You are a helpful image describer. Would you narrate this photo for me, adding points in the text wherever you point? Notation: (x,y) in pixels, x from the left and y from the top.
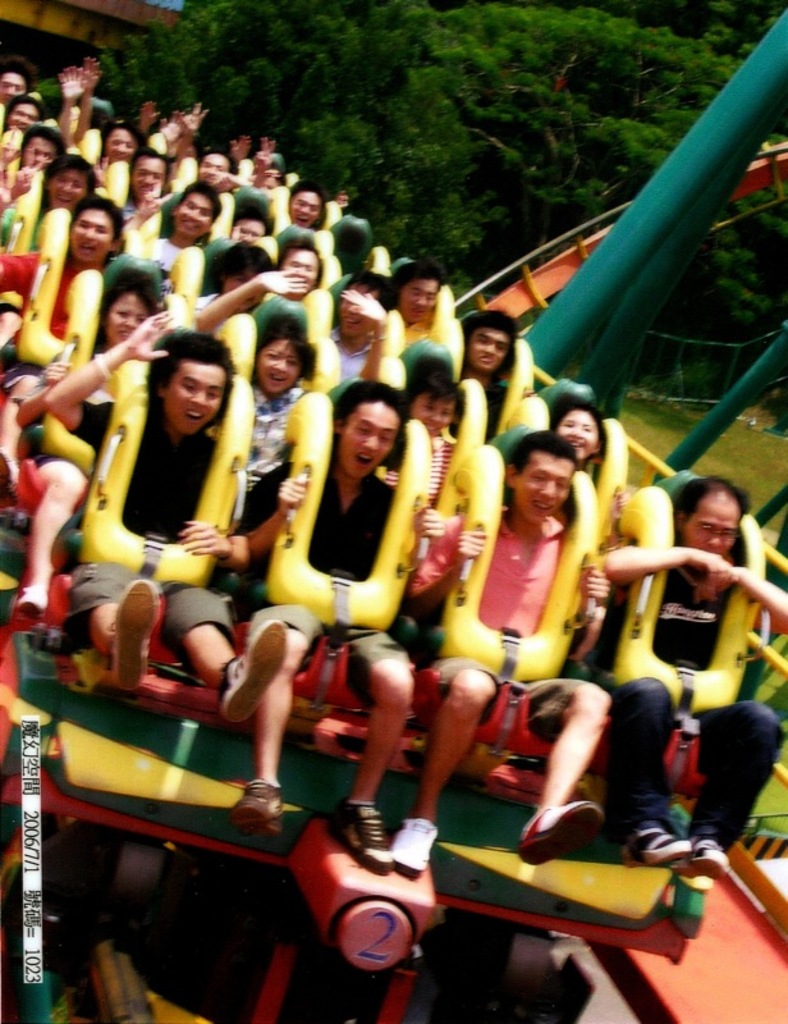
There are people (510,336) sitting on ride (145,229). We can see rods (781,364) and grass (777,464). In the background (644,19) we can see trees (644,135).
